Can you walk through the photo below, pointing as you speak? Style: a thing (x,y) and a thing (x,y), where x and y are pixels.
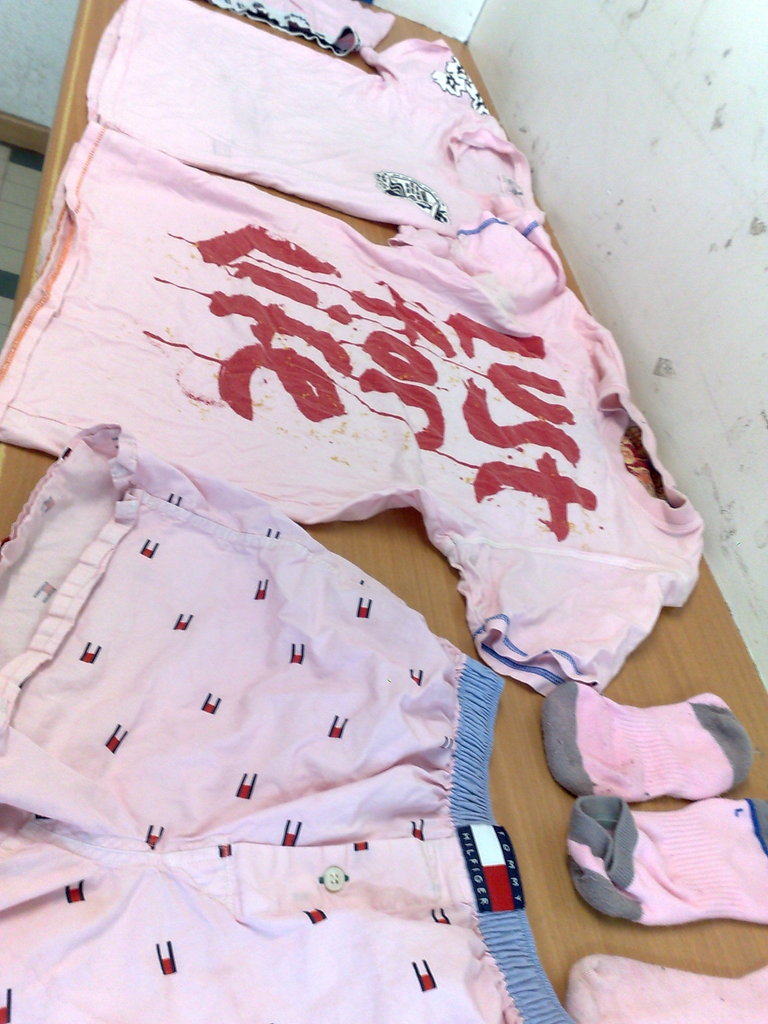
This image is taken indoors. In the background (649,227) there is a wall (6,66). At the bottom of the image (533,881) there is a table (535,809) with T-shirts (334,312), shorts (334,659) and socks (623,821) on it.
